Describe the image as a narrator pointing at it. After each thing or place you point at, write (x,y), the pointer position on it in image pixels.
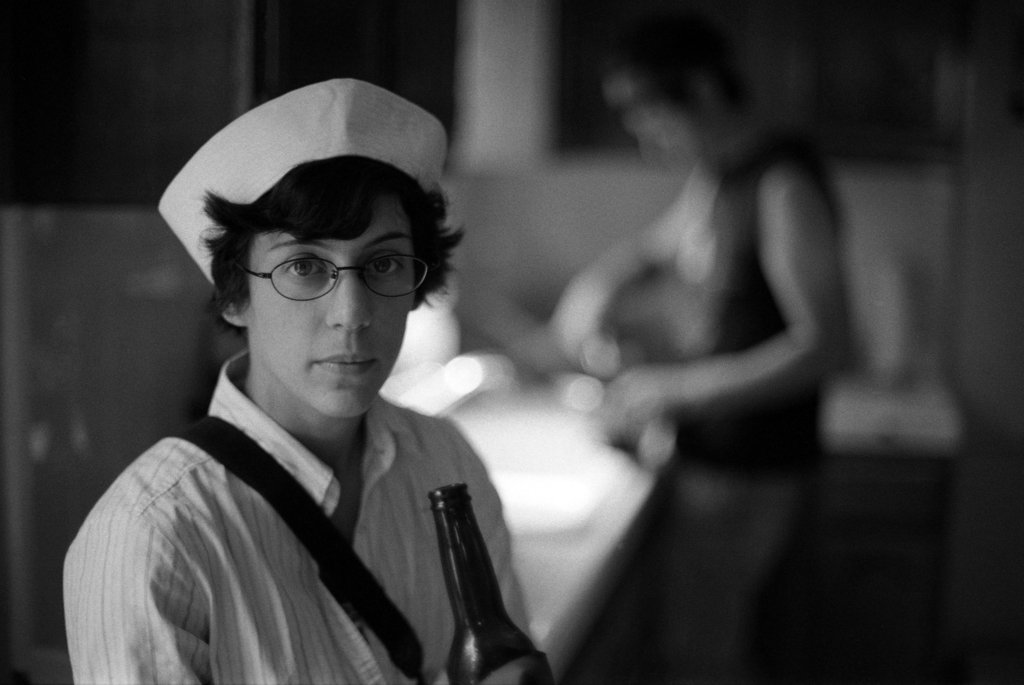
In this picture we can see a person (235,632) who is holding a bottle (495,642) with her hand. She has spectacles (391,279) and she wear a cap (352,135). On the background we can see a one more person (690,116) standing on the floor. And this is the table (554,555).
